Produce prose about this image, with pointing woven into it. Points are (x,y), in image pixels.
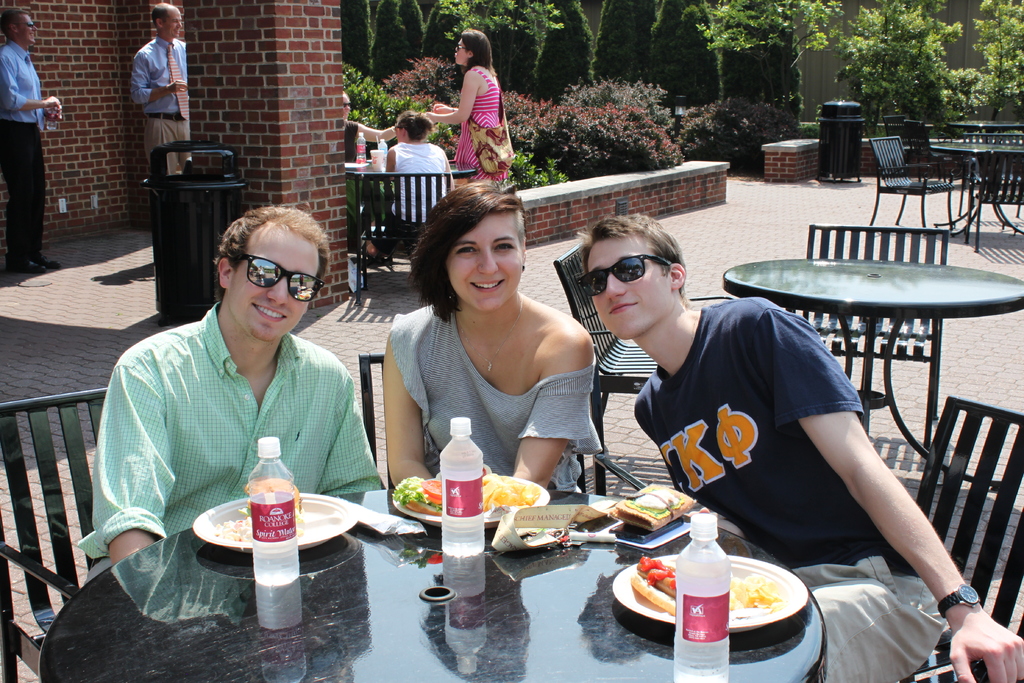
This picture is clicked outside the city. Here, we see two men (689,439) and woman (513,329) sitting on chair (364,386) and in front of them, we see a plate (200,526) containing food (409,497) and water bottles (693,566), mobile phone (650,533) and wallet (663,497) are placed on the table (467,671). Behind them, we see three people (472,154) standing and two people (412,170) sitting on chair (390,183) on either side of table (383,172). Beside them, we see a pillar (248,83) which is made of red bricks (277,137) and on background (654,166), we see many trees (529,47) and plants (633,94). We even see dustbin (840,165).
